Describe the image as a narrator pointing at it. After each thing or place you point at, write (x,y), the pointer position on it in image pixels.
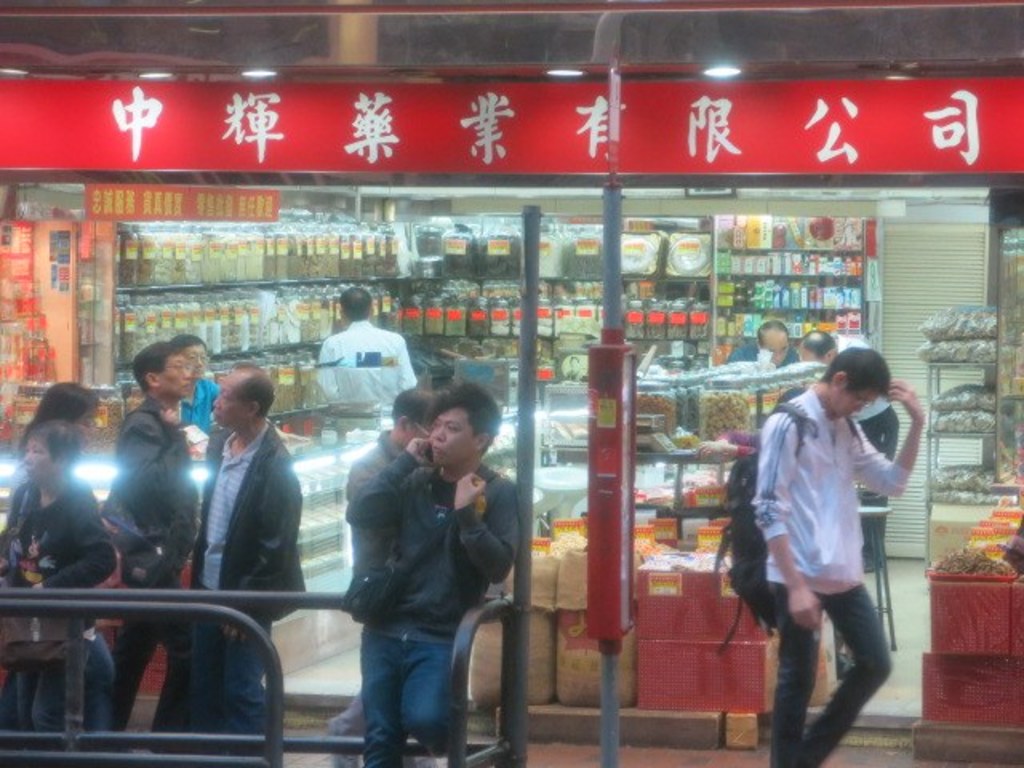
In this picture I can observe some people (269,554) walking on the footpath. There is a person (466,592) standing in front of the black color railing (459,699). I can observe a pole (603,517) in the middle of the picture (603,418). In the background (598,723) there is a store (424,358). I can observe red color board (290,134) on the top of the image (307,132).
